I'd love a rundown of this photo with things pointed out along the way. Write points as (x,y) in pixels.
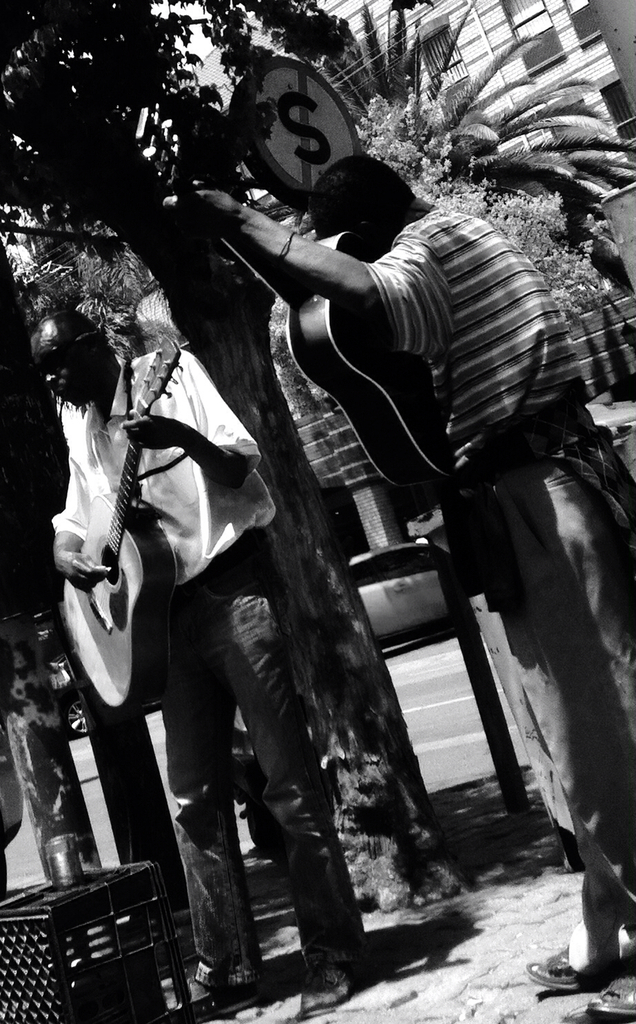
In this image I can see two persons (498,538) are playing musical instruments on the road (387,970) and a stool (159,940). In the background (416,863) I can see trees (111,100), buildings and the sky (189,48). This image is taken may be on the road (289,918).
